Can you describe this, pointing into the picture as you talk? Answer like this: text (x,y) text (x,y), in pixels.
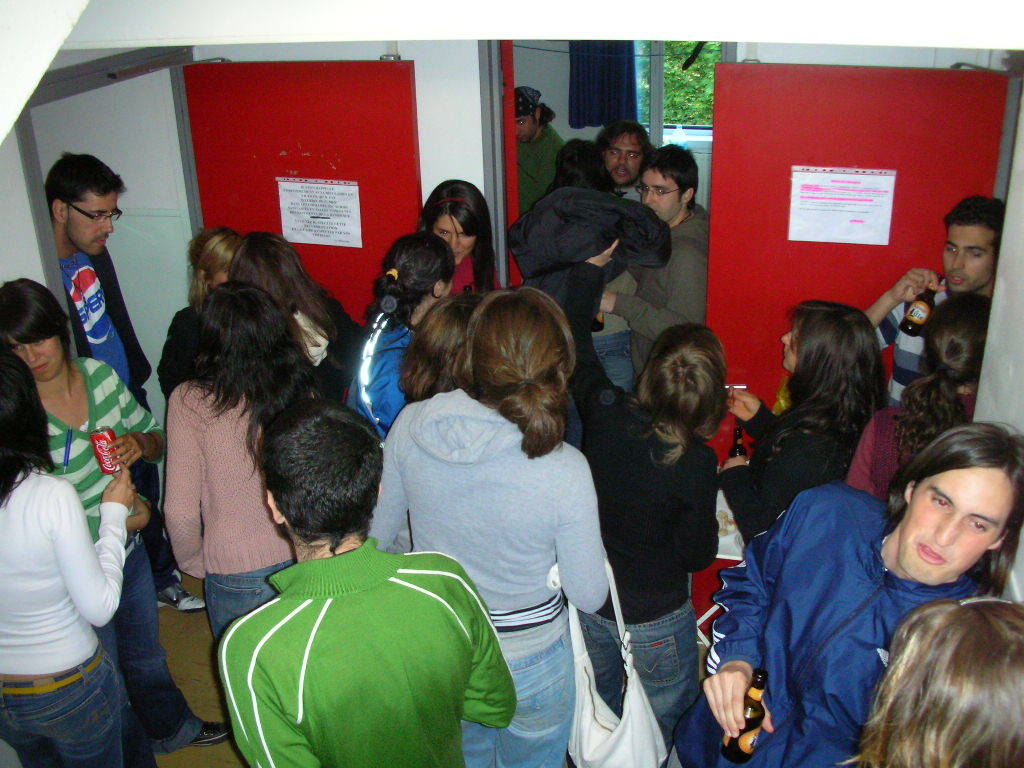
In this picture, we see many people (472,529) are standing. In the right bottom (809,556), we see a man (783,638) in the blue jacket (779,656) is holding a glass bottle (748,693) in his hand (738,701). Behind him, we see a man (903,289) is holding the glass bottle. On the left side (127,400), we see a woman (92,463) is holding the coke can (107,440) in her hand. Behind them, we see the red color board (364,132) with posters (848,233) pasted on it. In the background (562,94), we see a white wall (526,71) and a cloth (628,96) and a curtain (630,112) in blue color. Beside that, we see the window (646,107) from which we can see the trees (672,110).
